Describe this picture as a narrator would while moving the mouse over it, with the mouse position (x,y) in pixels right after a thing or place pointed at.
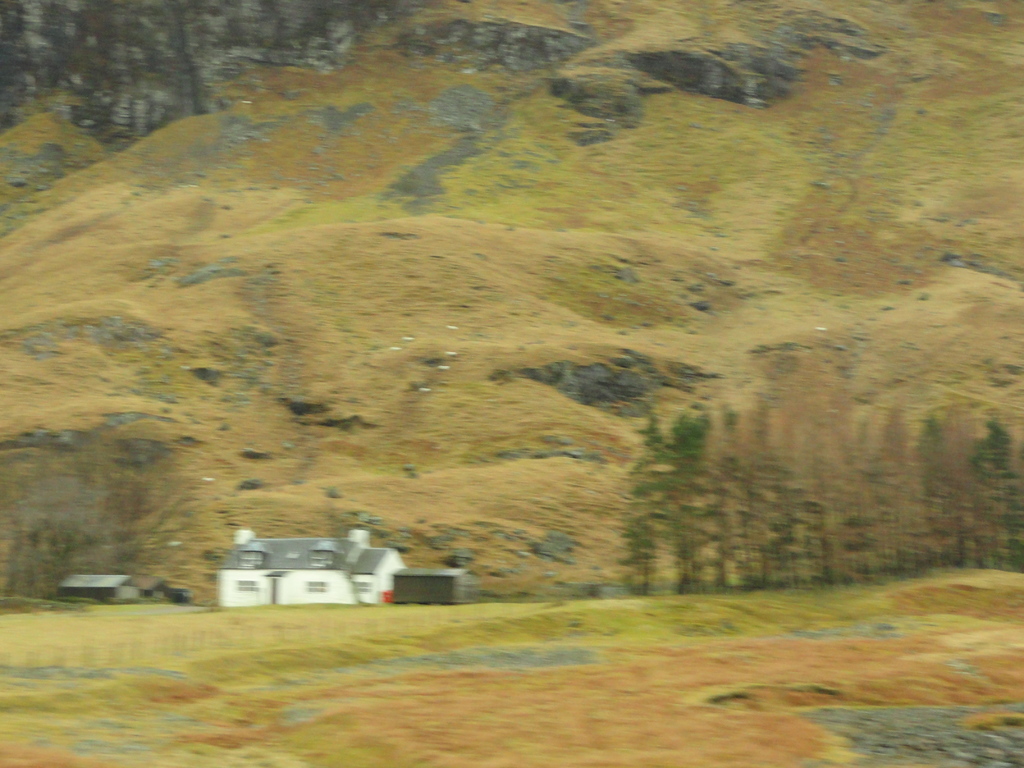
This picture is clicked outside. On the left (167,596) we can see the houses (367,603) and some object (445,590) and we can see the ground (648,696) is covered with the grass (766,710). In the background (973,565) we can see the hills (603,407) and the trees (822,497).
